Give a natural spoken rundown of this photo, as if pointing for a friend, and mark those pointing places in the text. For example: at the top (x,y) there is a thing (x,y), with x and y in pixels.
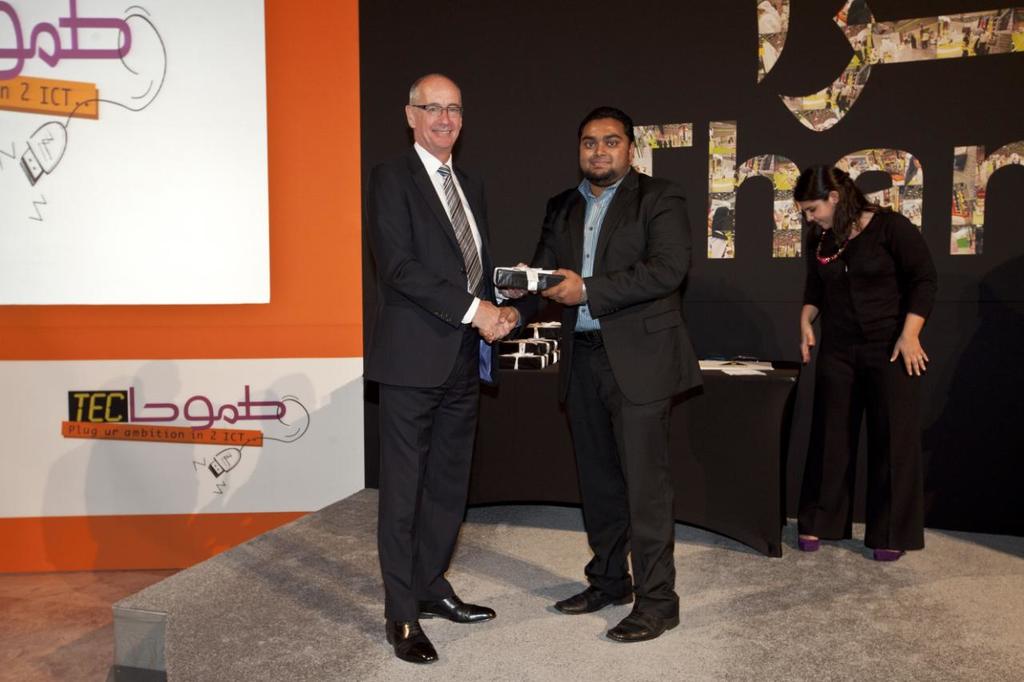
In this image there are a few people (909,331) standing with a smile on their face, two are holding a box (538,278) and shake hands (498,326) with other hand (493,320), behind them there is a table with some objects (756,356) on it. In the background (299,135) there is a banner (241,256) with some text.
